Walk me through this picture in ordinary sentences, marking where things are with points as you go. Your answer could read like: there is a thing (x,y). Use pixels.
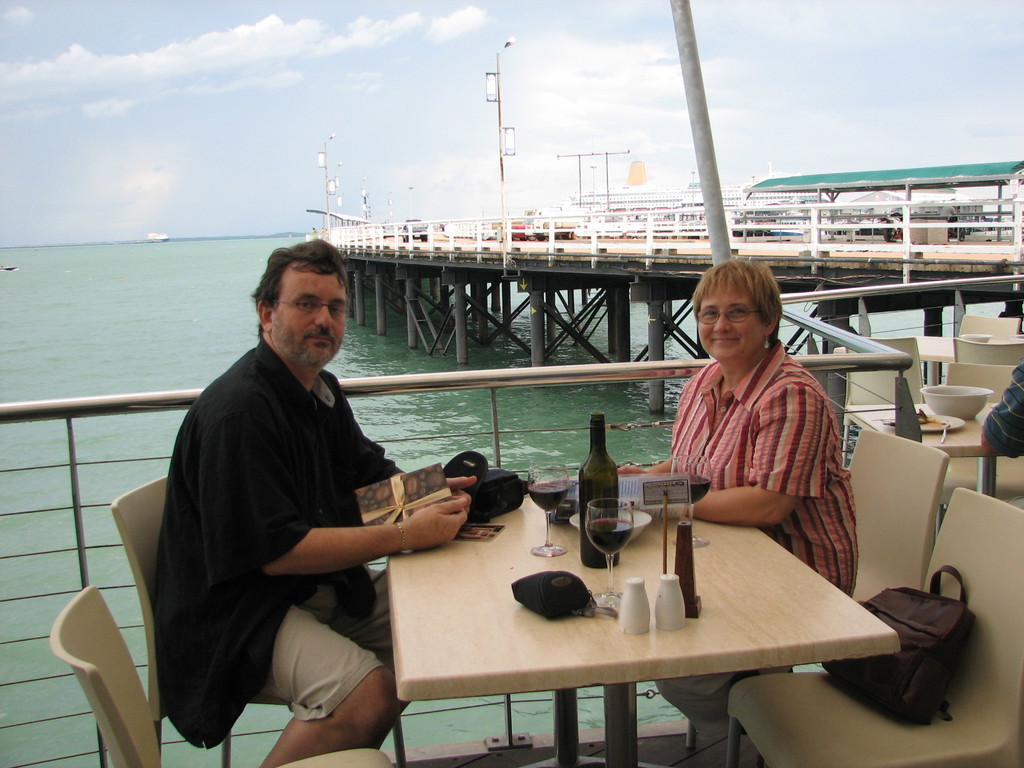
In this image there are two person (803,406) sitting on the chair (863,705). On the chair (970,676) there is a bag (920,638). On the table (831,633) there is glass (612,517), bottle (605,473), bag (493,494) and a greeting (415,490). At the back side (181,278) there is a water (152,305).
